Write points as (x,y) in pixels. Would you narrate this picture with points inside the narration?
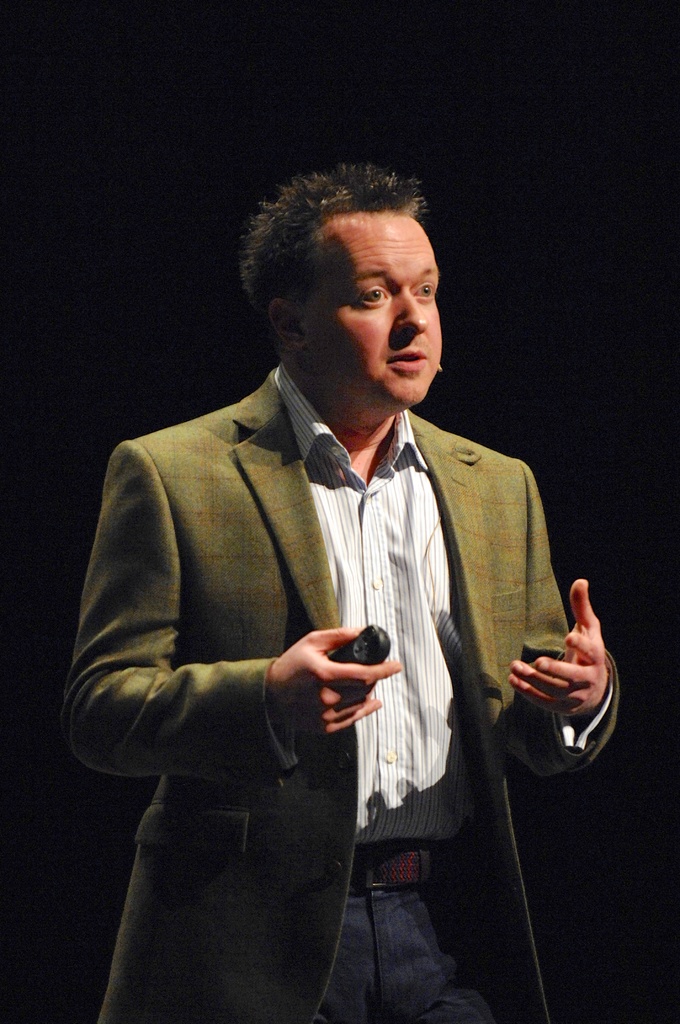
In this picture I can see a man (351,759) standing and holding an object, and there is dark background (126,29).
